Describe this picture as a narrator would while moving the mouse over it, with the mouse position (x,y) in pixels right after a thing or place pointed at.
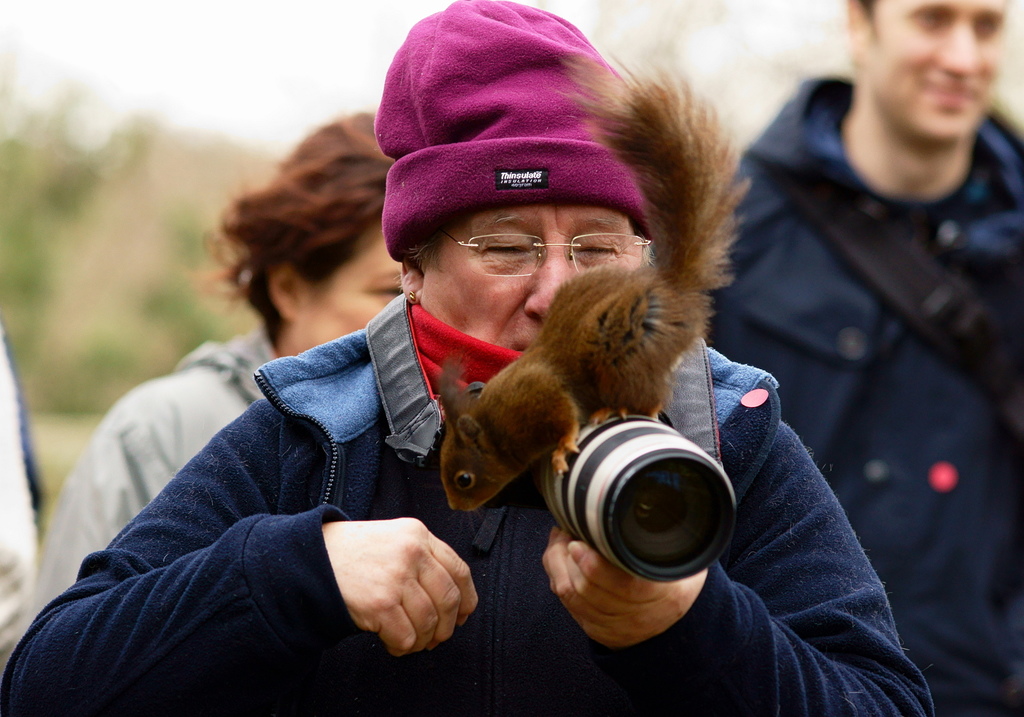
In this picture there is a old man (519,171) wearing a head cap (506,165) and spectacles (524,260), holding a camera (626,522). There is a squirrel (532,408) on his camera (636,444). In the background (880,116) there are some people (322,259) walking.
